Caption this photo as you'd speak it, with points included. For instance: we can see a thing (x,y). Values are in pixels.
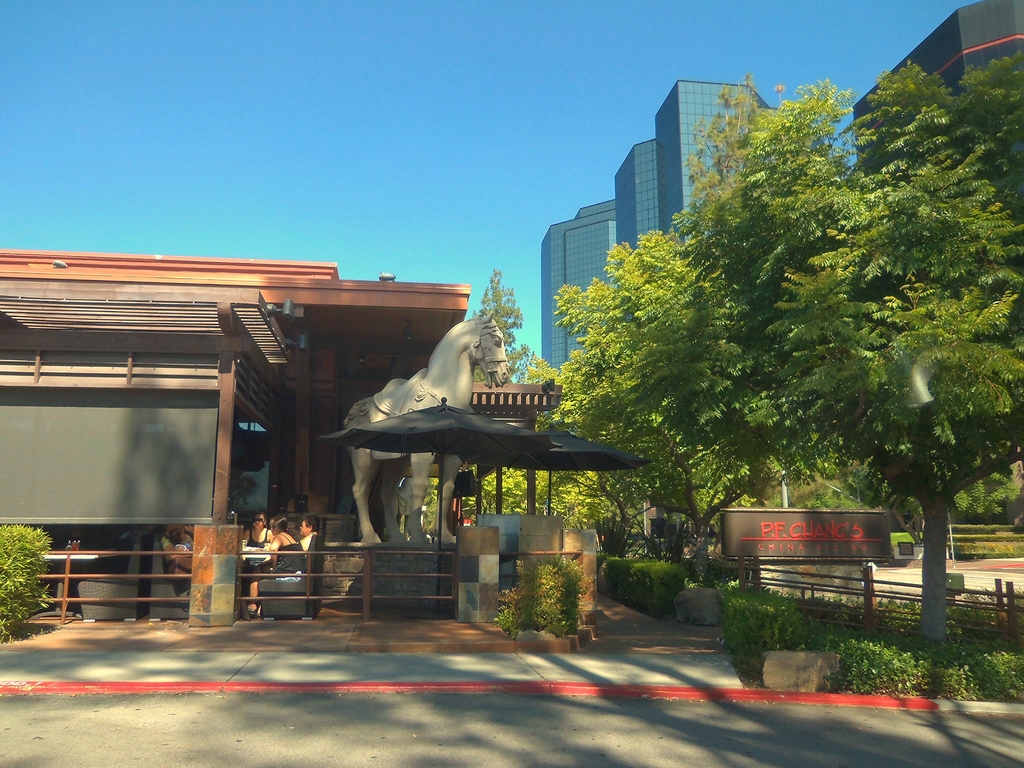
In this picture we can see the road (588,735), name board (742,519), statue (397,469), umbrellas (455,450), plants (752,618), stones (715,615), some people (289,536) are sitting on chairs (311,570), buildings (281,359), trees (665,242), some objects (653,532) and in the background (401,127) we can see the sky (350,160).
